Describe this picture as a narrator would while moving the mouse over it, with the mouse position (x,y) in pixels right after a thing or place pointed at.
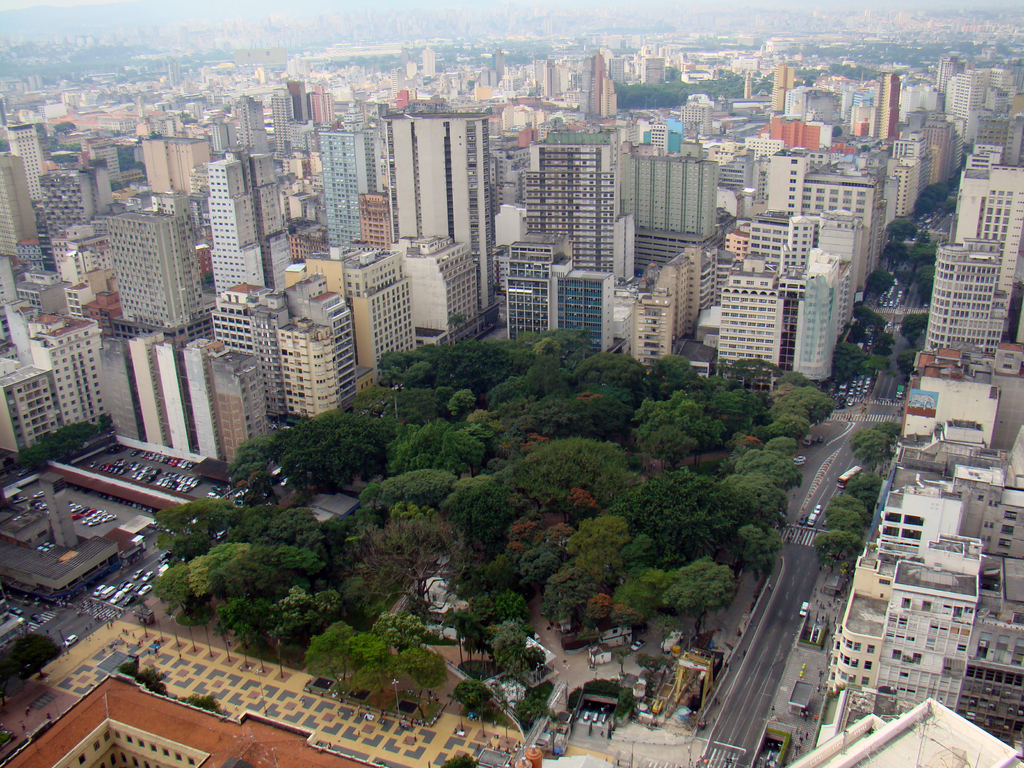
In this image we can see an aerial view of a city (586,190), there are some buildings (581,166), vehicles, also we can see trees (227,574), and the road (798,492).
